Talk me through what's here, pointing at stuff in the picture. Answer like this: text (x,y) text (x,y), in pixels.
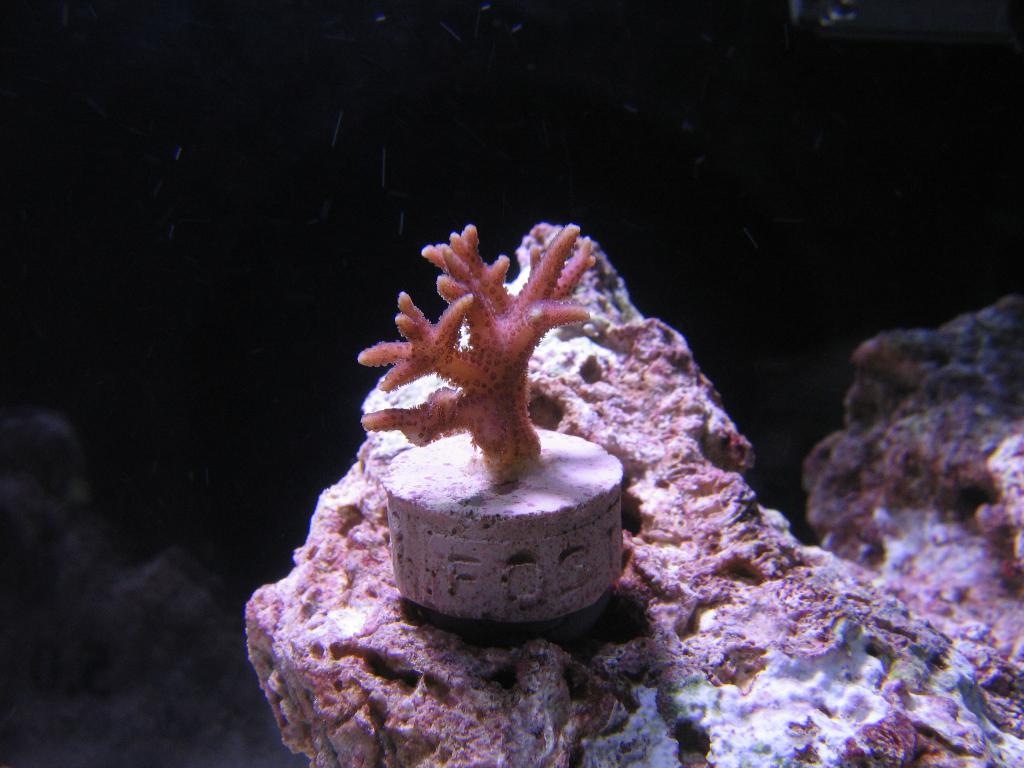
In the middle of the image (489,437) there is a marine species (484,464). In this image the background (138,739) is dark. At the bottom of the image (767,703) there is a rock (834,600).
